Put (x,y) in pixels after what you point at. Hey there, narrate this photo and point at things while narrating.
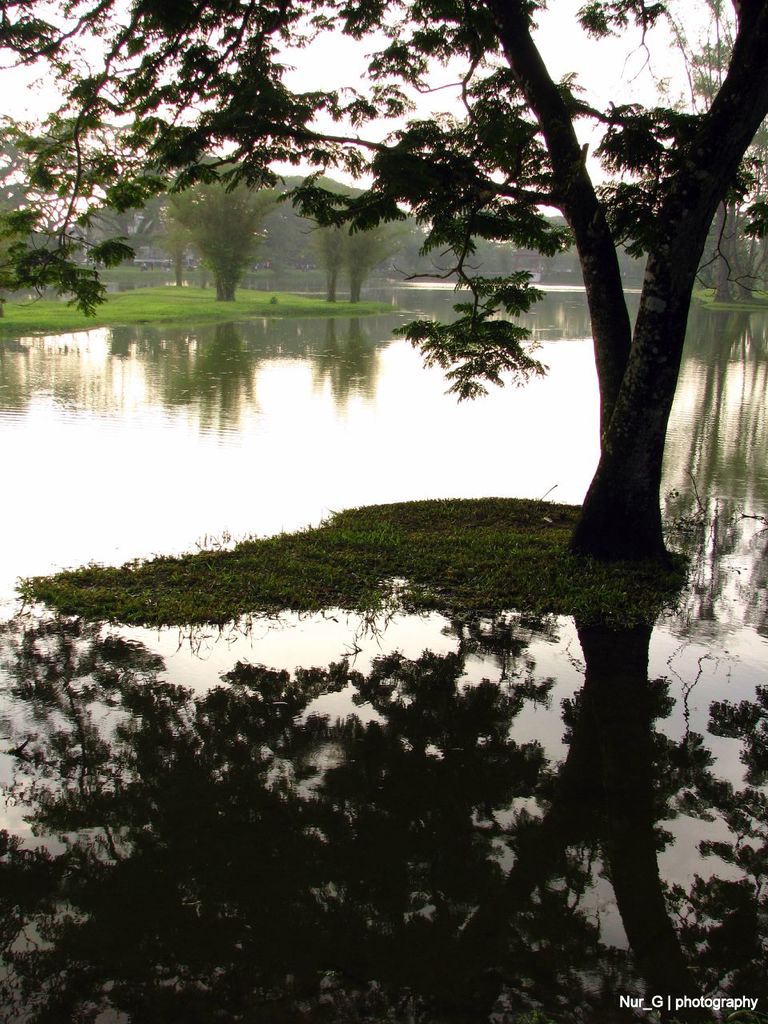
In this image I can see water (238,521), grass (454,510), number of trees (478,361) and in water (350,497) I can see reflection (324,1016). I can also see watermark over here.
